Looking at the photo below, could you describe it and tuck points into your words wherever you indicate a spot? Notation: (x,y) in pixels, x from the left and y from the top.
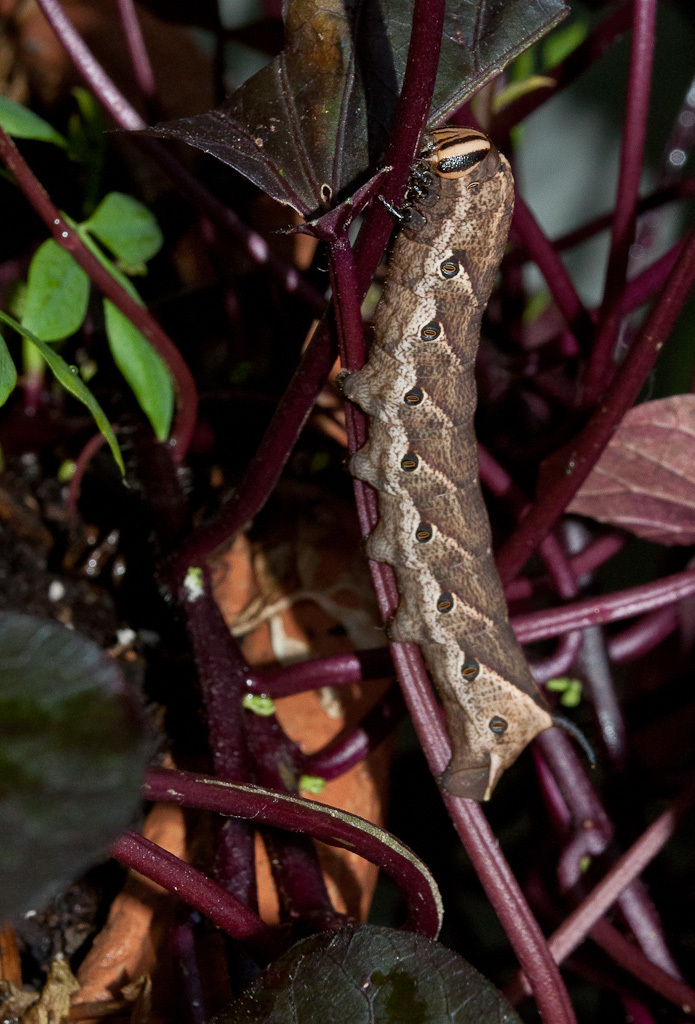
This image consists of a plant (560,1018). On that there is an insect (516,681). It looks like a caterpillar (464,681).
